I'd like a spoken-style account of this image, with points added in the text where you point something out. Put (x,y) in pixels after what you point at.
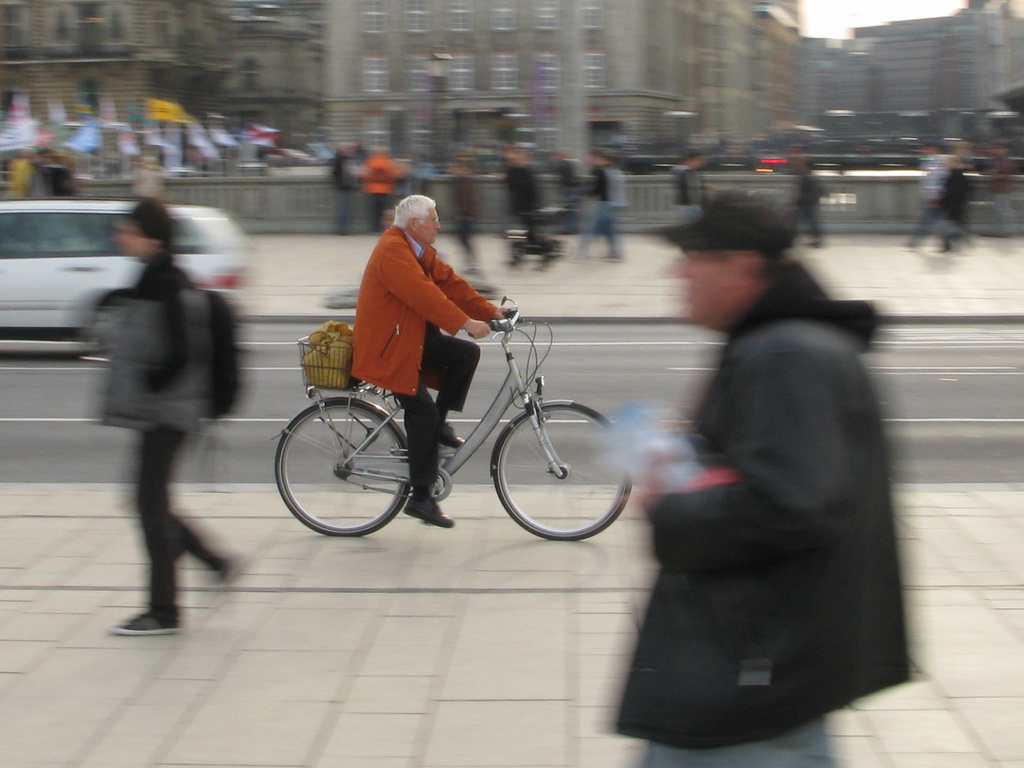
This picture is clicked in the city. Man (380,276) in the middle of the picture (421,299) wearing orange jacket (389,291) is riding bicycle (472,447). Man (816,668) on the right corner of the picture (807,517) wearing black jacket (771,464) is holding water bottle (668,453) in his hand (661,500). Behind the man (446,382) riding bicycle (461,457), we see car (42,243) and behind that, we see many people (683,179) walking on footpath (888,237). Behind them, we see many buildings (675,62).
